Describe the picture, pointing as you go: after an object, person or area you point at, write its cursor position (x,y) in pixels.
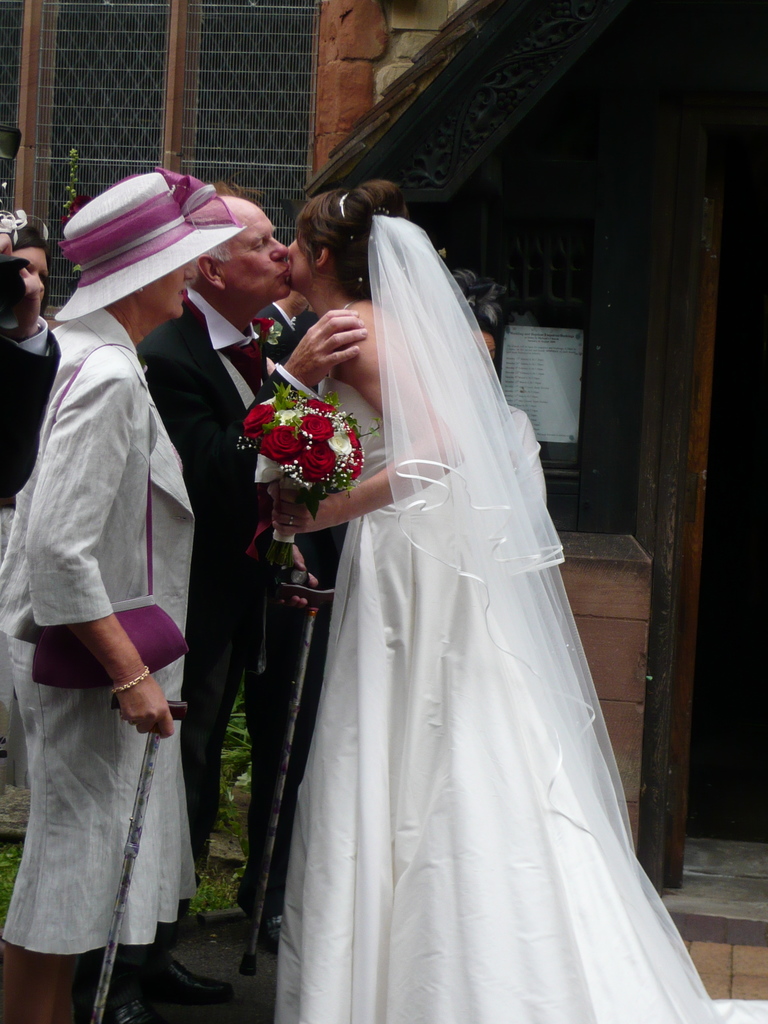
In this picture I can see a man (244,328) and a woman (349,382) are kissing each other in the middle (430,493). This woman (337,493) is also holding the flowers (309,460) with her hand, on the left side (44,361) I can see two persons (85,428). In the background (6,189) there is a building (669,128).
